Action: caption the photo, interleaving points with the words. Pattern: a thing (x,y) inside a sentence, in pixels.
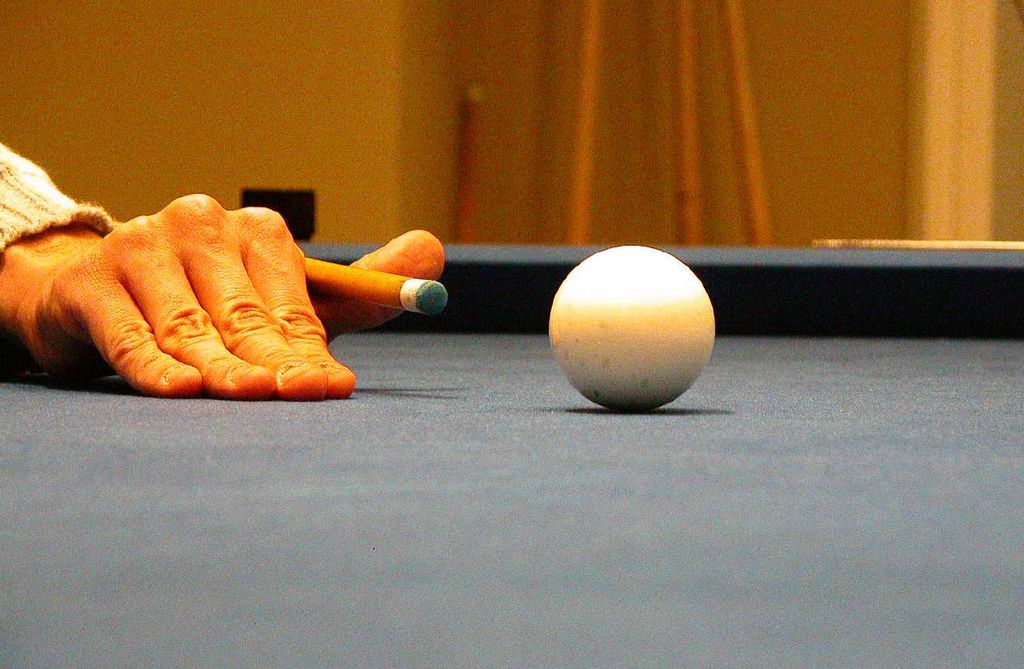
In this image there is a pool table (924,300), on that there is ball (648,345) and there is a hand (282,260), in the background (417,122) it is blurred.
